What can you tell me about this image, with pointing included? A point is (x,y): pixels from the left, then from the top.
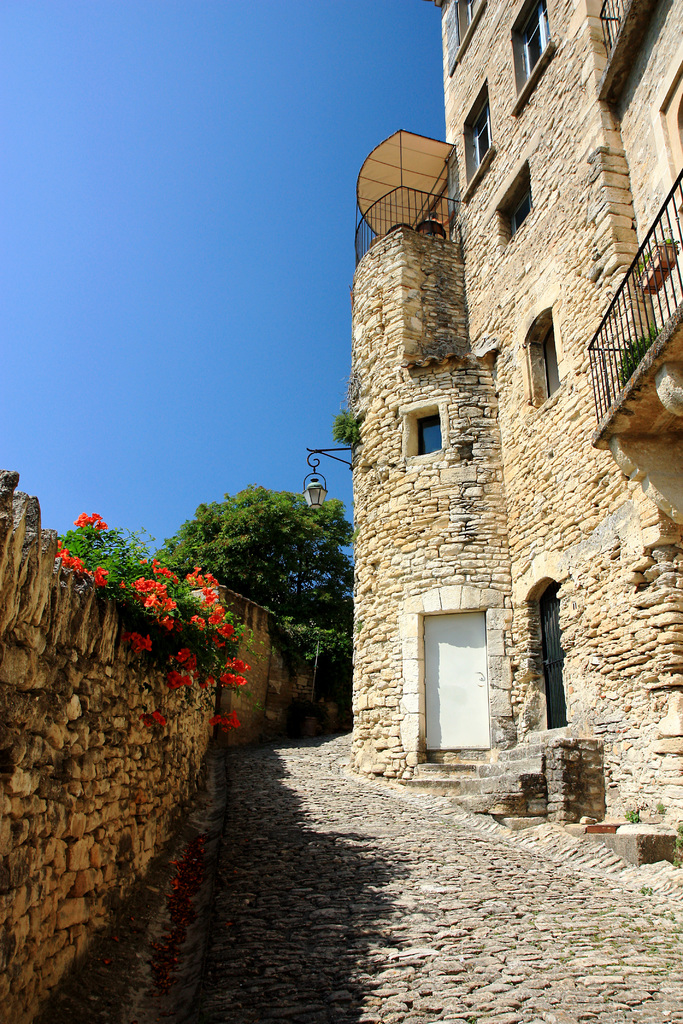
In this image, we can see a building (416,353) and there are railings (372,206) and flower pots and a light (322,487) and we can see a wall (138,683) and some plants (170,570) and trees (306,538). At the bottom (370,902), there is a road (382,837) and at the top (119,160), there is sky (118,444).
